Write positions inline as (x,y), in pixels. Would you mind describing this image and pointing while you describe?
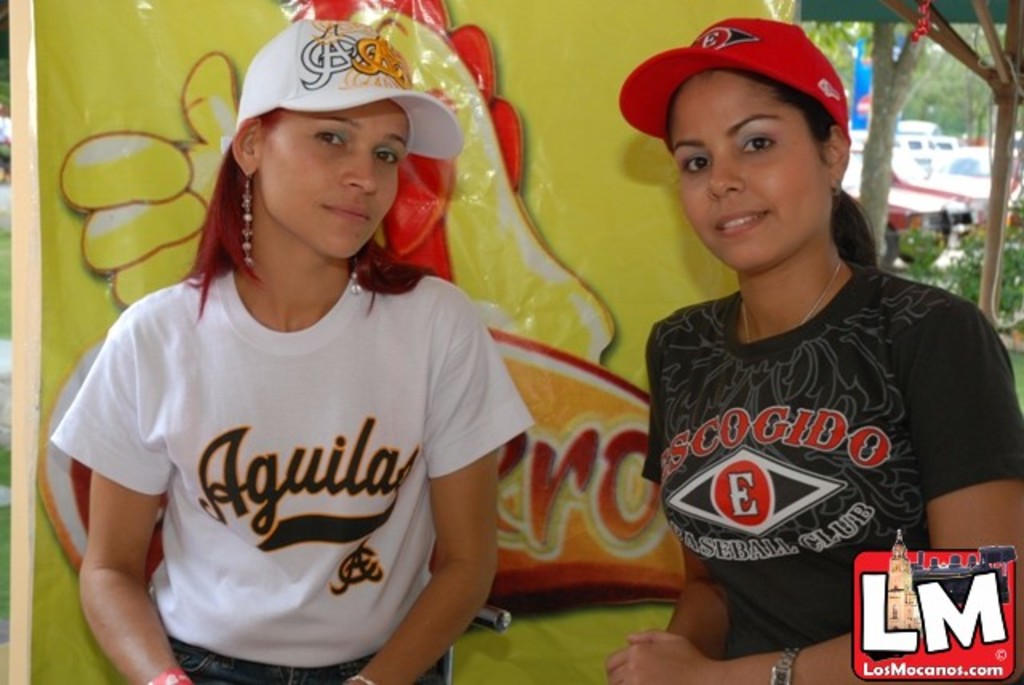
In this picture we can see two women (752,372) and they wore caps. In the background (964,236) we can see a banner (538,447), plants (1011,226), trees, and vehicles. At the bottom of the image (953,655) we can see a logo (900,658).
